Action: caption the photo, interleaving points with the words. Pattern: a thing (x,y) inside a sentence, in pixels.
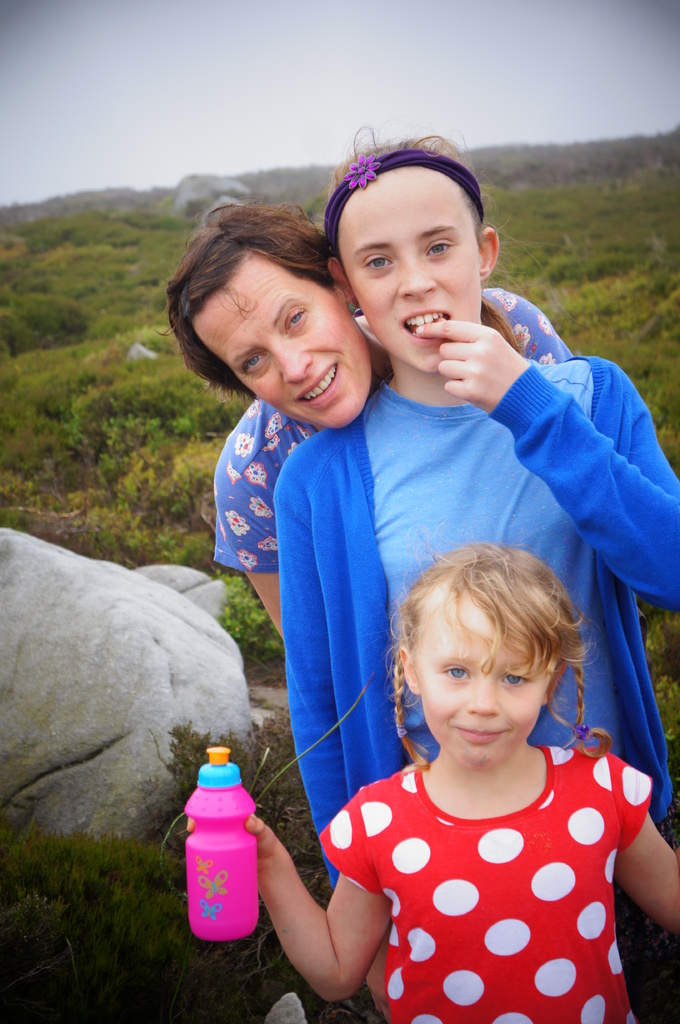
In this image I can see three people (437,500). One person (437,586) is holding the bottle (202,902). At the back (145,212) there are some trees (77,427), rock (79,618) and the sky (223,94).
